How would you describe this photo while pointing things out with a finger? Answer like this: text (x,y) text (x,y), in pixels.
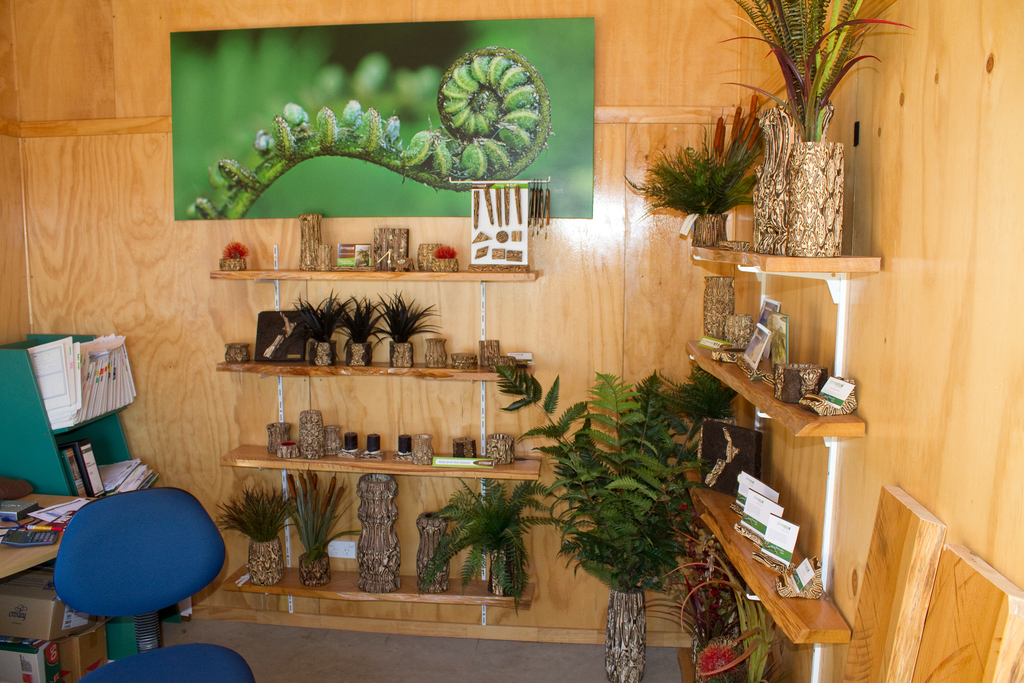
In this image we can see the inner view of a room (360,436). In the room (270,468) there are chair (158,594), stationery (132,379), cardboard cartons (72,604) on the floor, decor plants (694,535) and a wall hanging (452,130) attached to the wall (172,231).
